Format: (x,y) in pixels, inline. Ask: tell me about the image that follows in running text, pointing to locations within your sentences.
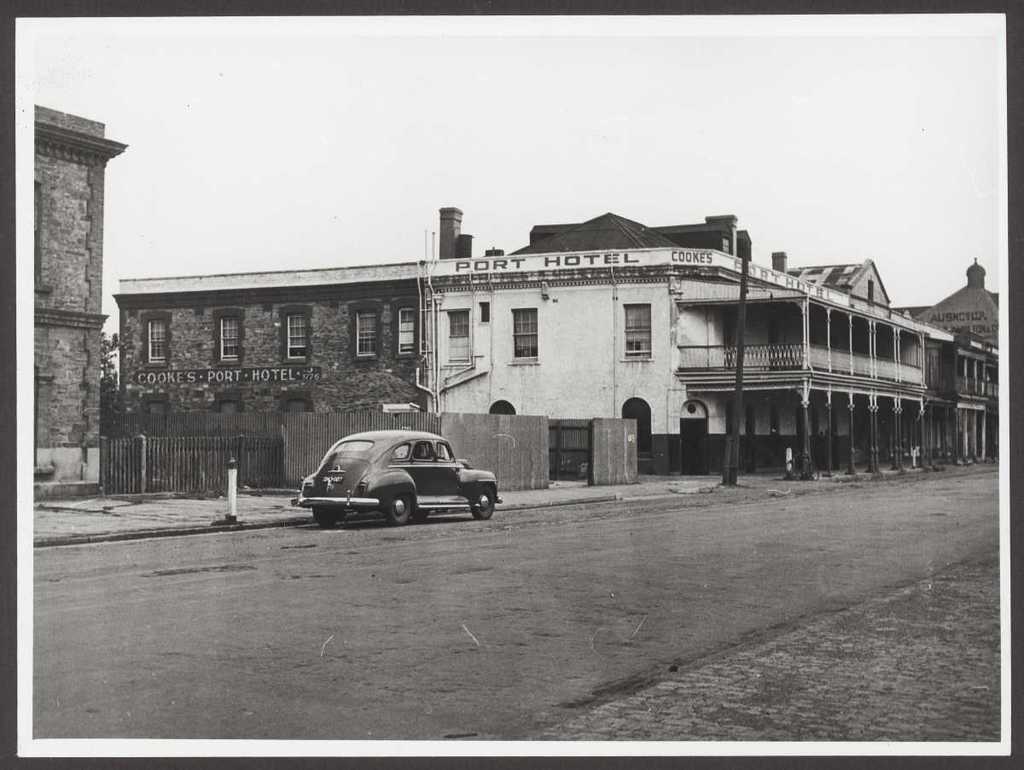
In this image in the center (387,500) there is a car (406,489) which is black in colour on the road (413,525). In the background (674,414) there are buildings (565,383) and there is a fence (315,428). On the wall (257,365) of the building (205,360) which is in the center (511,332) there is some text (194,373) written on it.
